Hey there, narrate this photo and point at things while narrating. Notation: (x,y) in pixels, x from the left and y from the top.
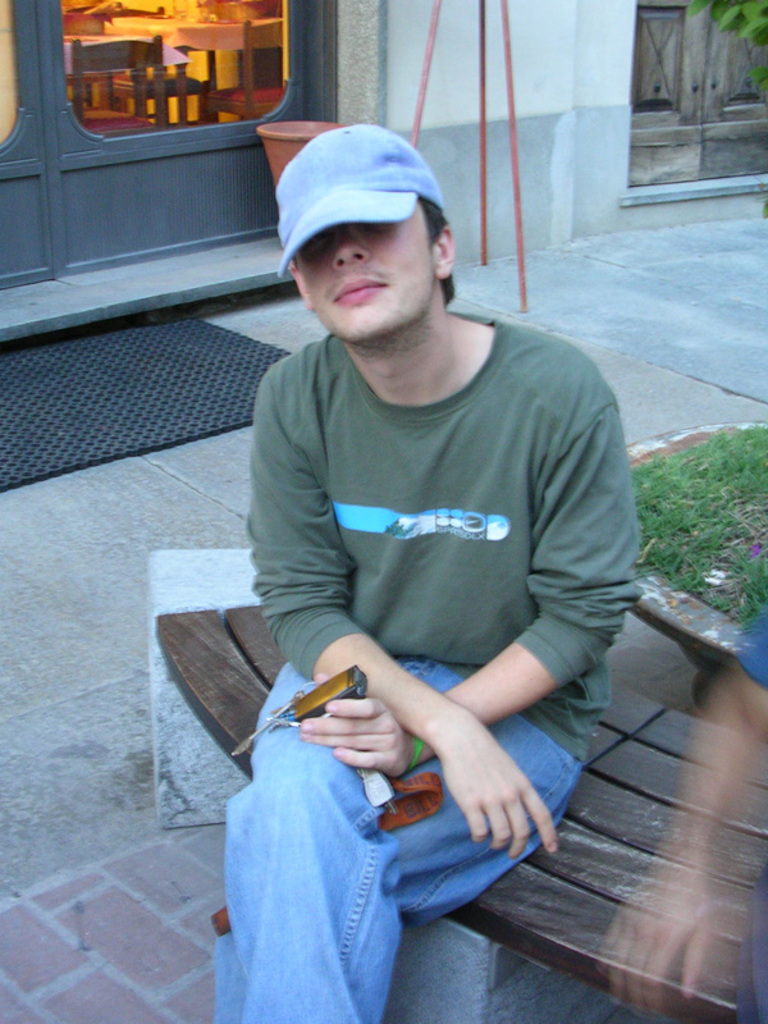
In this image we can see two persons (560,674) sitting on the bench (568,840). One person (465,736) is wearing a cap (376,214) and holding a device (339,698) in his hand (373,757). In the background (732,548), we can see grass (745,497) in a pot (678,611), a stand (516,140), a group of chairs (165,79), tables (169,35), doors (300,108) and a mat (97,412) on the ground (81,496).
